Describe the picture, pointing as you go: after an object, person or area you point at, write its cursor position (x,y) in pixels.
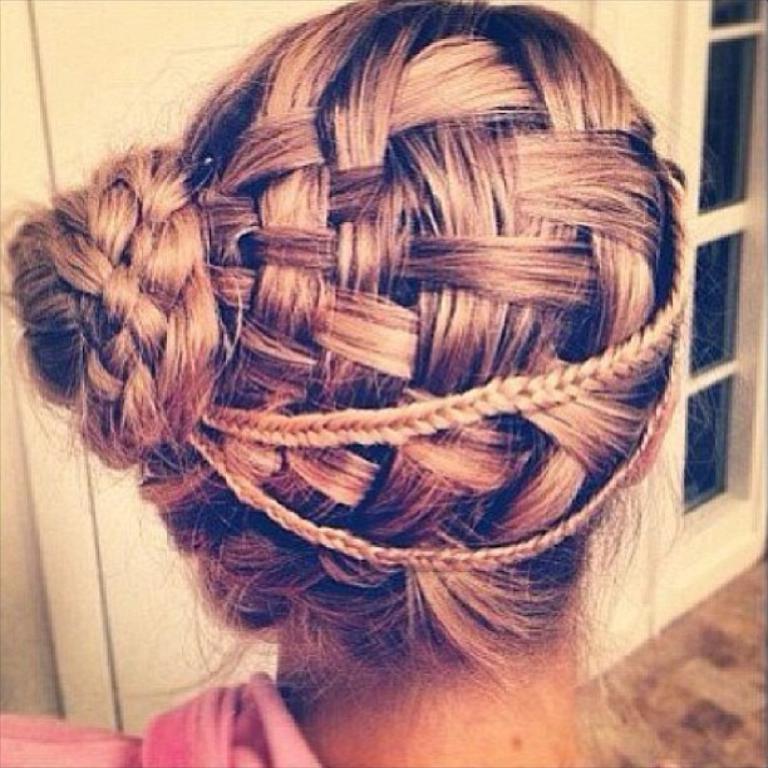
In this image in front (353,113) there is a person (369,237). In the background of the image (192,54) there is a wall (119,20). There is a glass window (693,339). At the bottom of the image (703,646) there is a floor (720,657).
